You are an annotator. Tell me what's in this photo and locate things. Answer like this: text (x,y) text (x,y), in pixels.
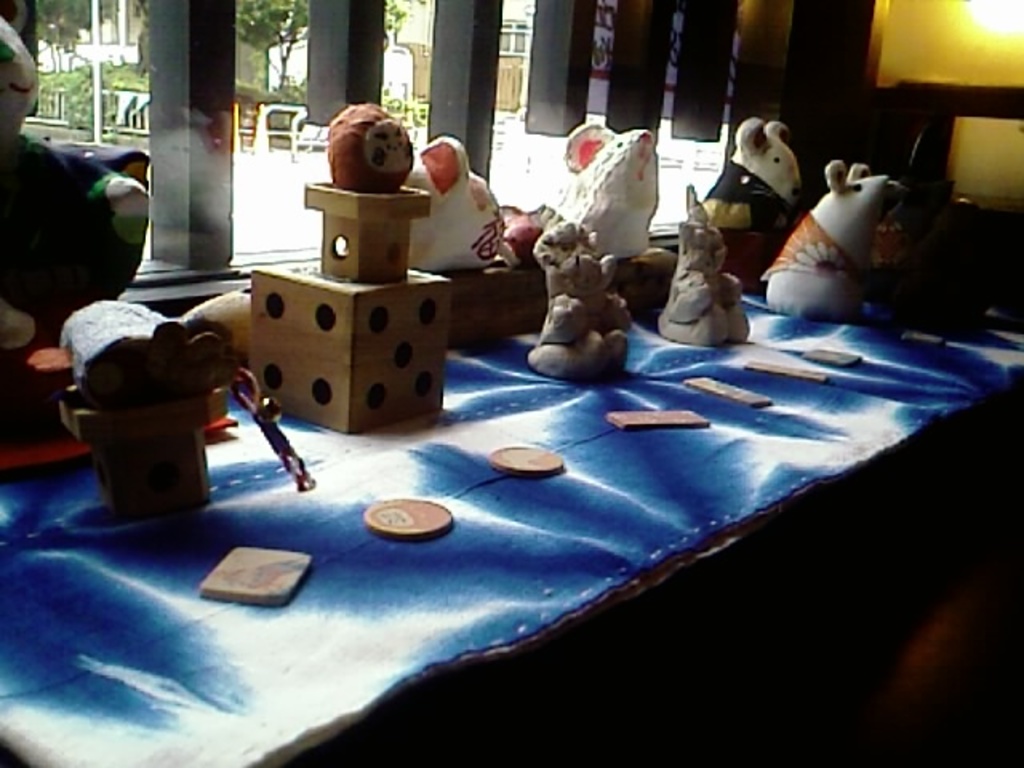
In this picture I can observe earthenware objects (630,225) placed on the table (548,593). These are all hand made objects (594,296). In the background (323,88) I can observe pillars (349,50) and trees (258,60).
